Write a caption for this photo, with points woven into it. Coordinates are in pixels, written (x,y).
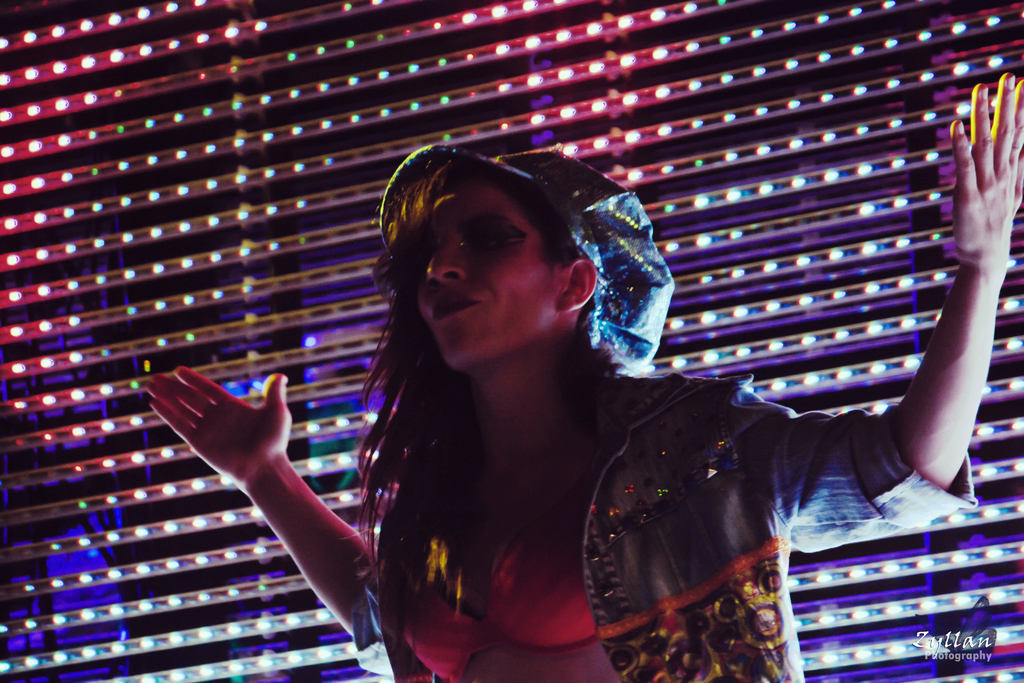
In this image in the center (487,296) there is one woman (492,504) who is standing, and in the background (144,562) wall (172,211) and some lights (773,187).
